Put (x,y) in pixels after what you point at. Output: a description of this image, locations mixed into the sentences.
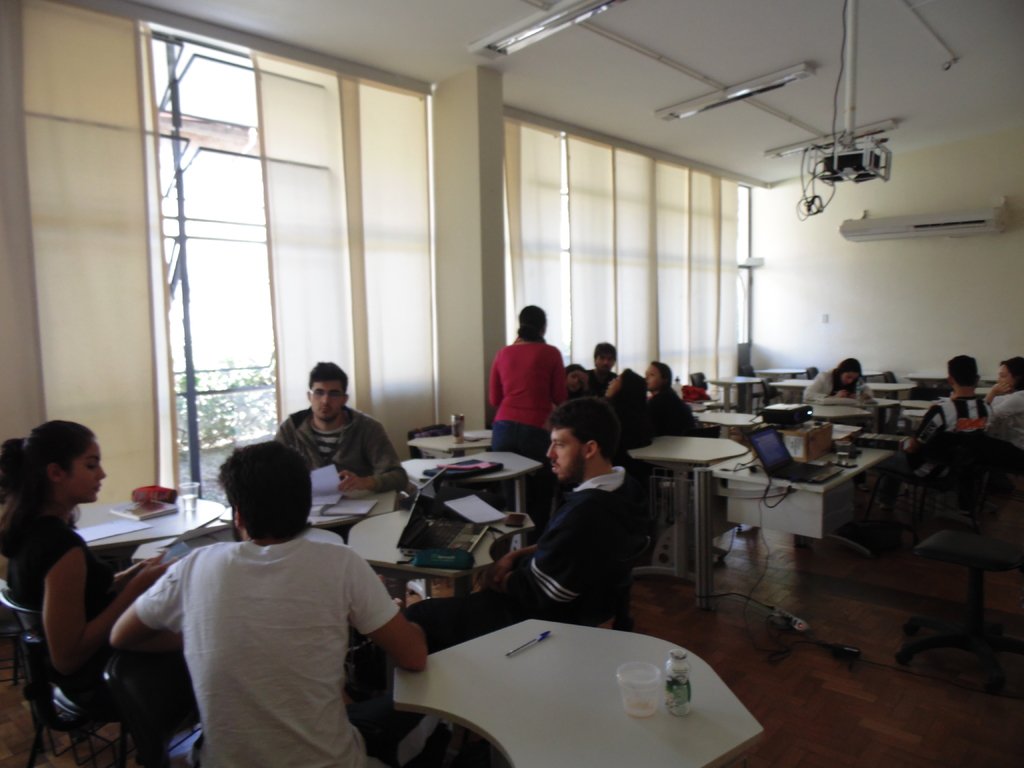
There are group of men and women (546,391) with books (474,518) in their hand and laptop (419,527) in their front on table (383,550). There is projector extension pole (851,110) to the ceiling (834,14) and lights (786,80). The window (243,182) have curtain (295,296) outside the window (225,414) there is tree (239,412) visible.
